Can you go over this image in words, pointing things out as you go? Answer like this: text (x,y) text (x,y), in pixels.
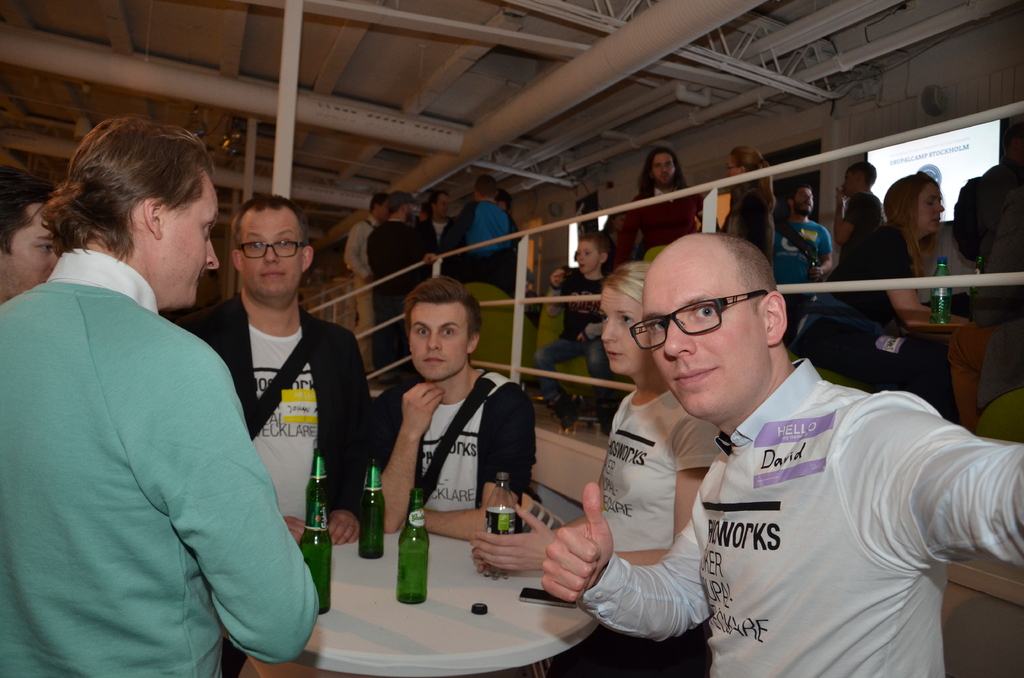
There is a group of people (422,422). There is a table (466,638). There is a bottle (415,510), cap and mobile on a table (476,627). We can see in the background (282,193) there is a pillar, staircases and screen (928,167).
